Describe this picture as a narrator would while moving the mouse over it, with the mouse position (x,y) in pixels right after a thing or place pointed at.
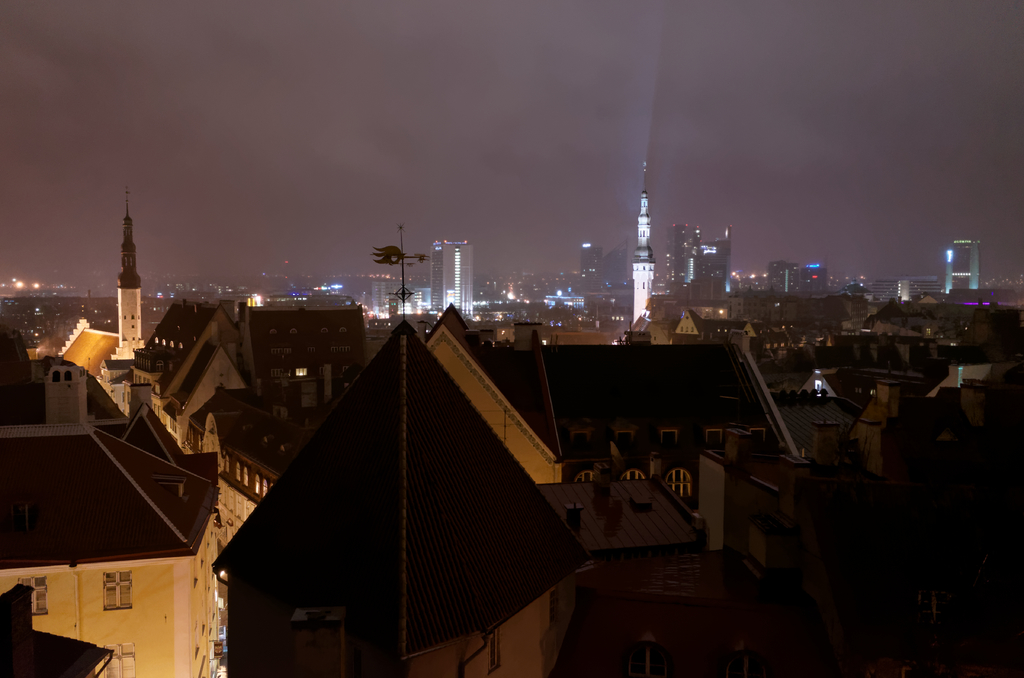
This picture is captured during the night time. In this picture we can see the sky (738,256), skyscrapers (446,267), buildings (456,278), lights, towers (132,282), windows (118,585) and the roof tops (492,434).
